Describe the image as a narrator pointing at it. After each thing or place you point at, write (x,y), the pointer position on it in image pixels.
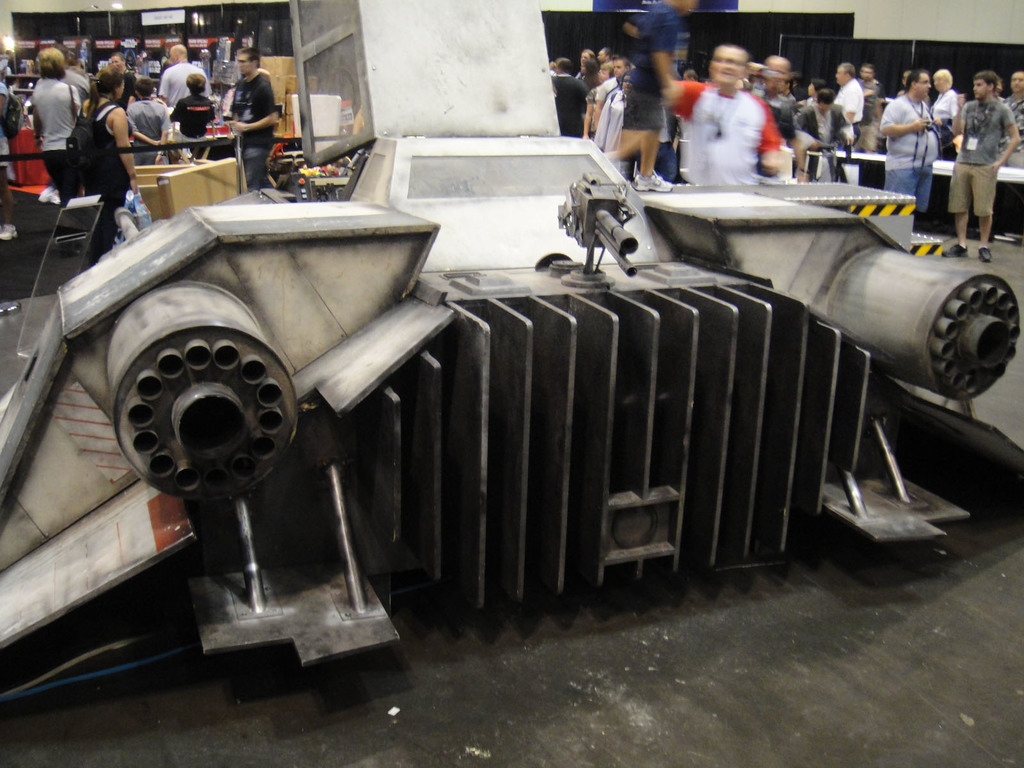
In this image, we can see an object (668,543). At the bottom (729,575), we can see the floor (641,726). Background (918,73) we can see people (936,139), wall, clothes (992,135), banners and few objects (86,225).
